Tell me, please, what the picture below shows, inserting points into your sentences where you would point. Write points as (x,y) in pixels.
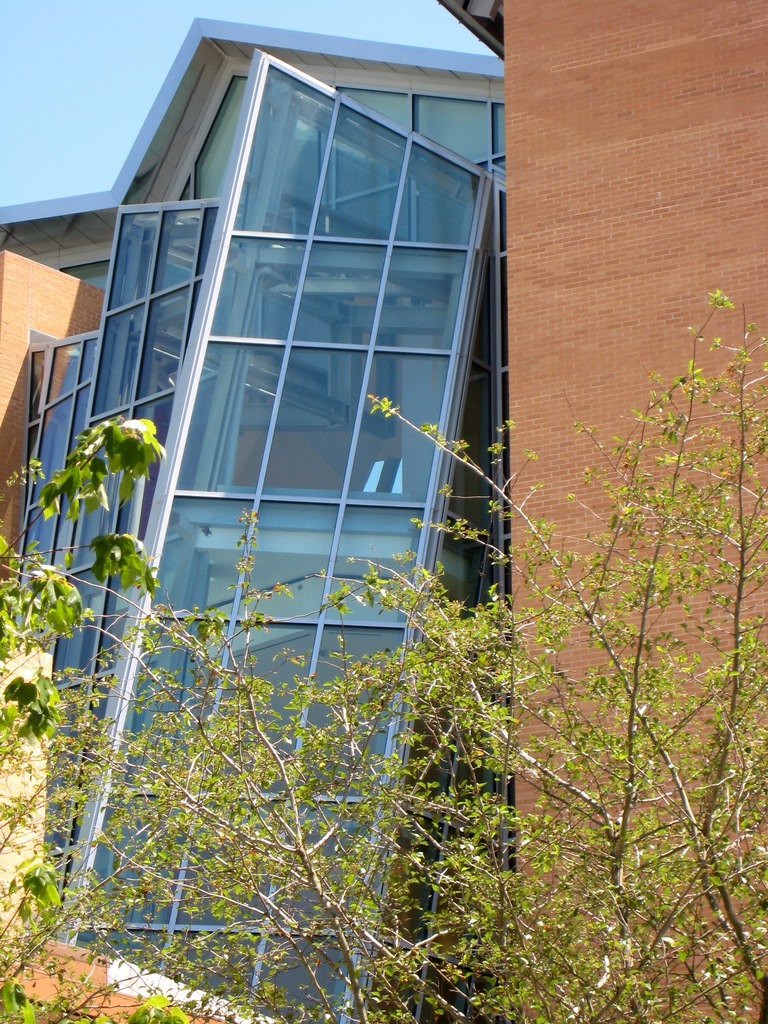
In this picture there are plants (460,702) at the bottom side of the image (458,858) and there is a skyscraper (447,192) in the background area of the image (301,354).
